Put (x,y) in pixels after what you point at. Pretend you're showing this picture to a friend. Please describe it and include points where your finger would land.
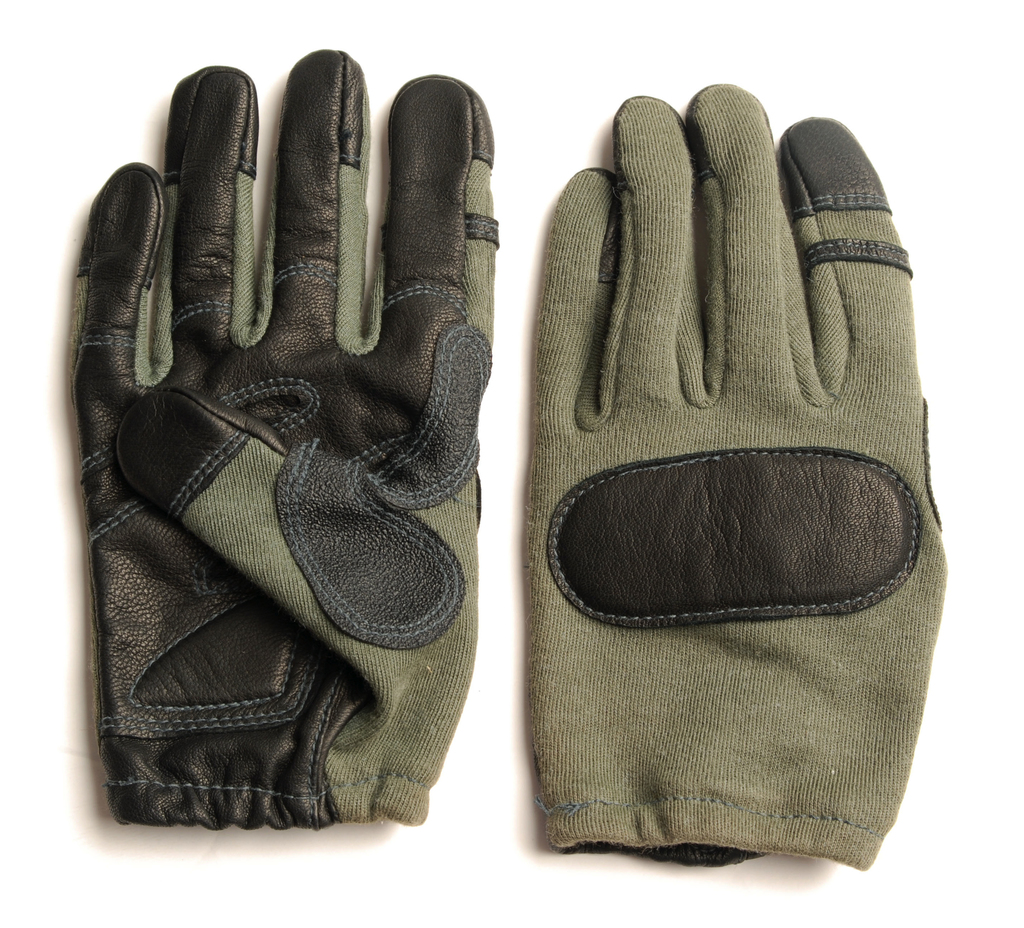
In the image we can see the pair of gloves (587,572) on the white surface (583,27).
